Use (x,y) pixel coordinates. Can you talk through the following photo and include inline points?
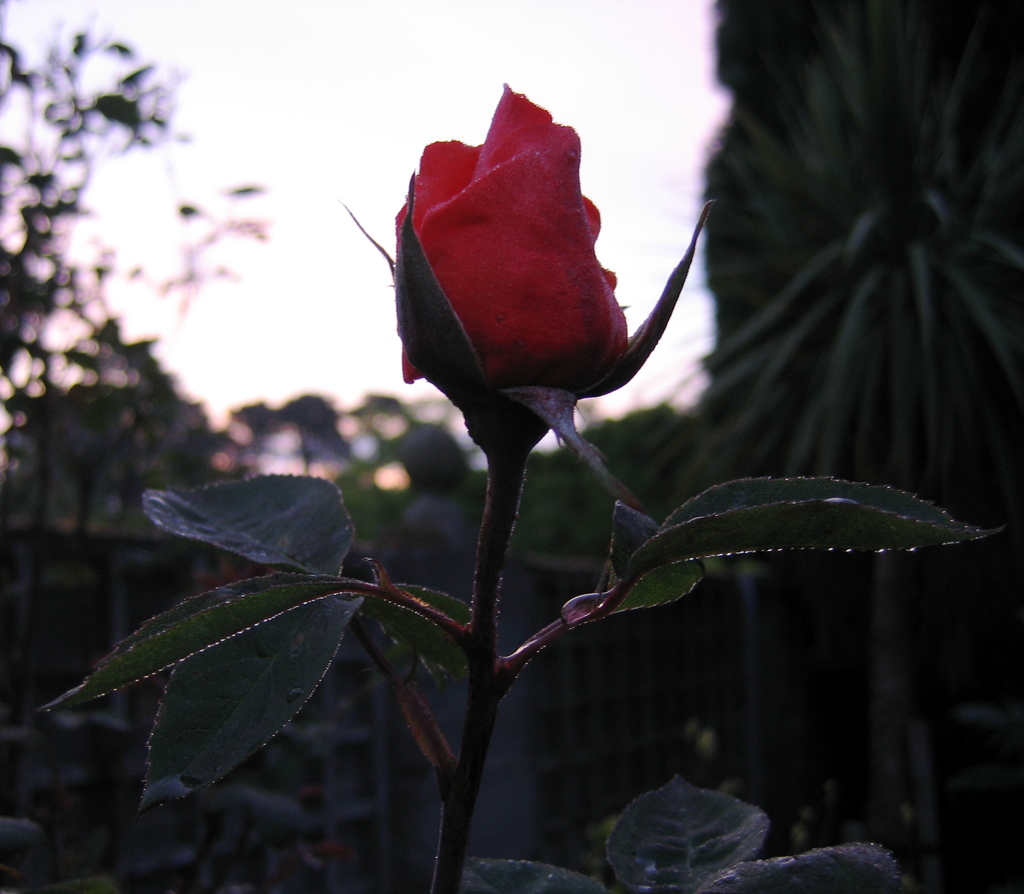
In the image we can see bud flower (470,262), leaves (192,620) and stem (440,612). The background (873,370) is blurred.
